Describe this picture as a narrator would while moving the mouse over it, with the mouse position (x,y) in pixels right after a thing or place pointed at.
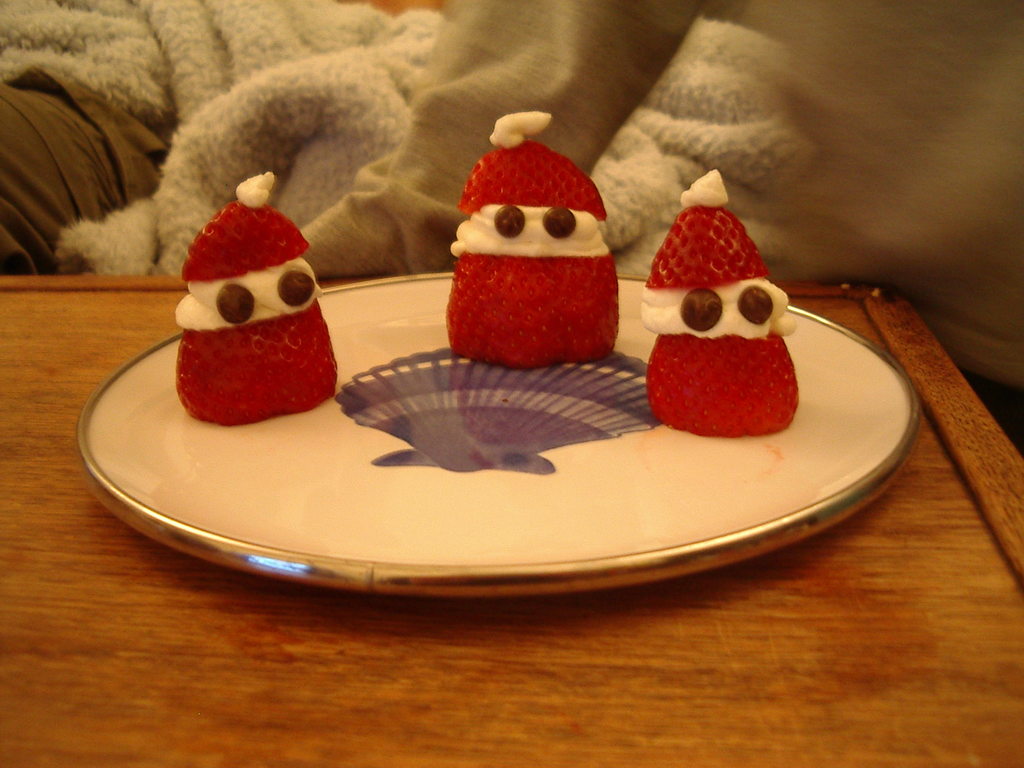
In this image on a table (97,334) there is a plate (579,446). On the plate (575,394) there are three strawberries (464,212). In between the strawberry (585,268) there is cream (728,317). In the background (259,87) there is a blanket (343,71) and pillows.
